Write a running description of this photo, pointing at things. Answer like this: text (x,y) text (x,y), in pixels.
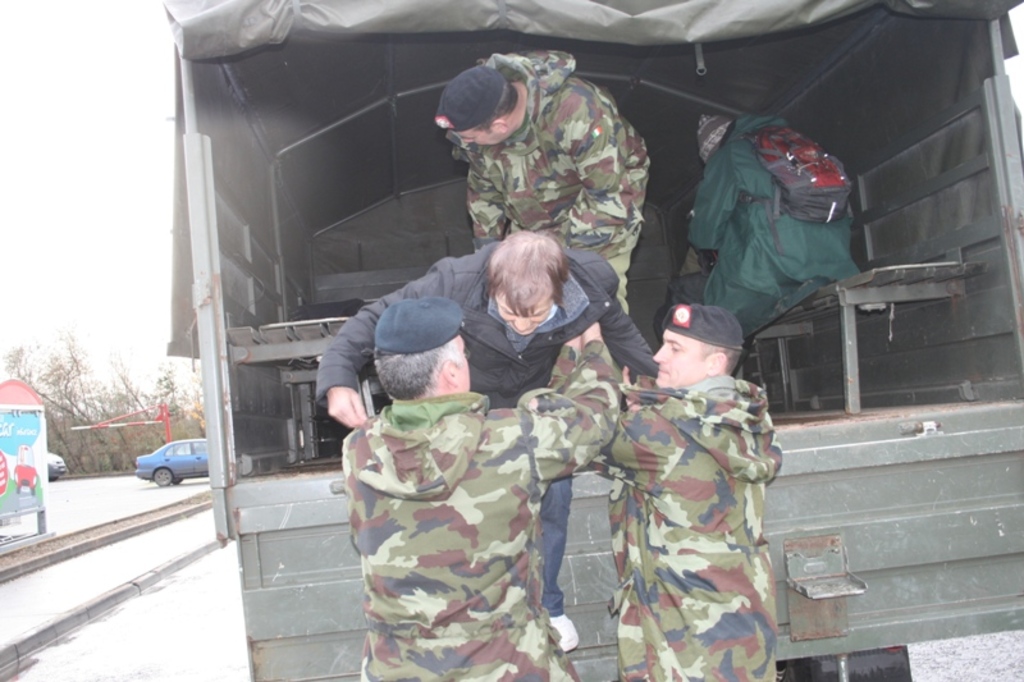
In this picture I can see group of people (609,132), there are vehicles (583,31) on the road (167,499), this is looking like a pole (162,425), there are trees (144,396), and in the background (103,201) there is sky (105,188).
